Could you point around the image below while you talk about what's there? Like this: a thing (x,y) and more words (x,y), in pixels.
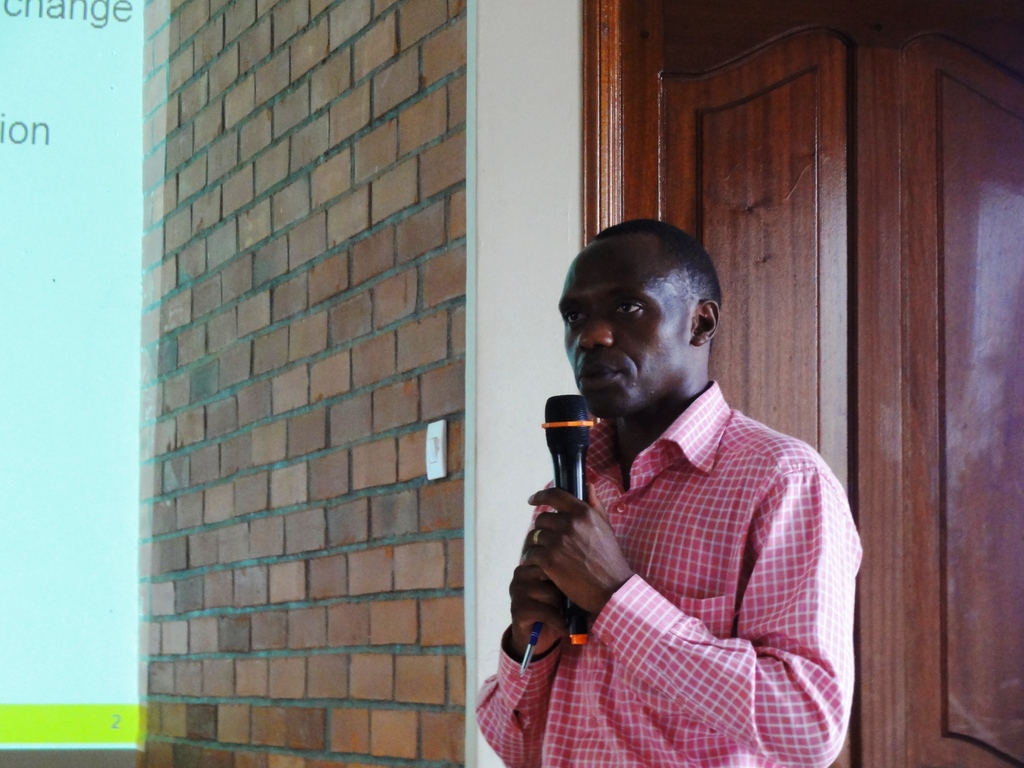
A man (651,277) is speaking with a mic (575,614) in his hand (579,551).
